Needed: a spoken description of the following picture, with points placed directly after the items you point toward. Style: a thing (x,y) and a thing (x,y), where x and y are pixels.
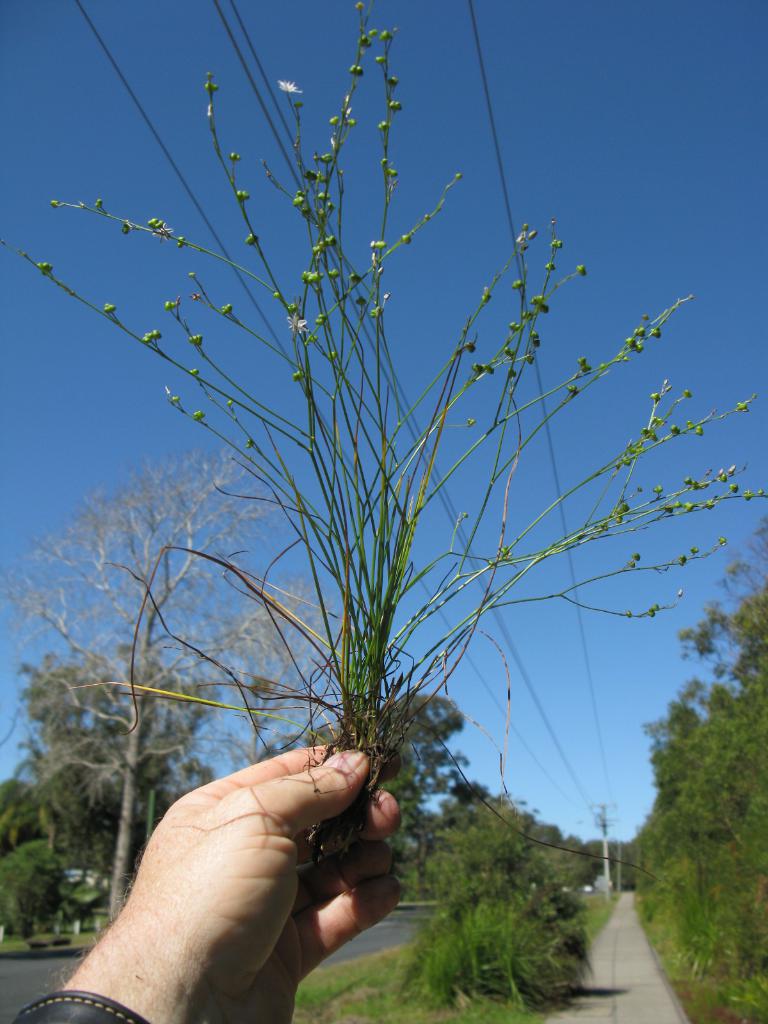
In this image we can see a person (182,874) holding bunch of grass (366,566) in the hands (321,768). In the background (418,788) there are electric poles (605,843), electric cables (418,428), trees (488,813), bushes (508,869), roads (413,928) and sky (137,448).
